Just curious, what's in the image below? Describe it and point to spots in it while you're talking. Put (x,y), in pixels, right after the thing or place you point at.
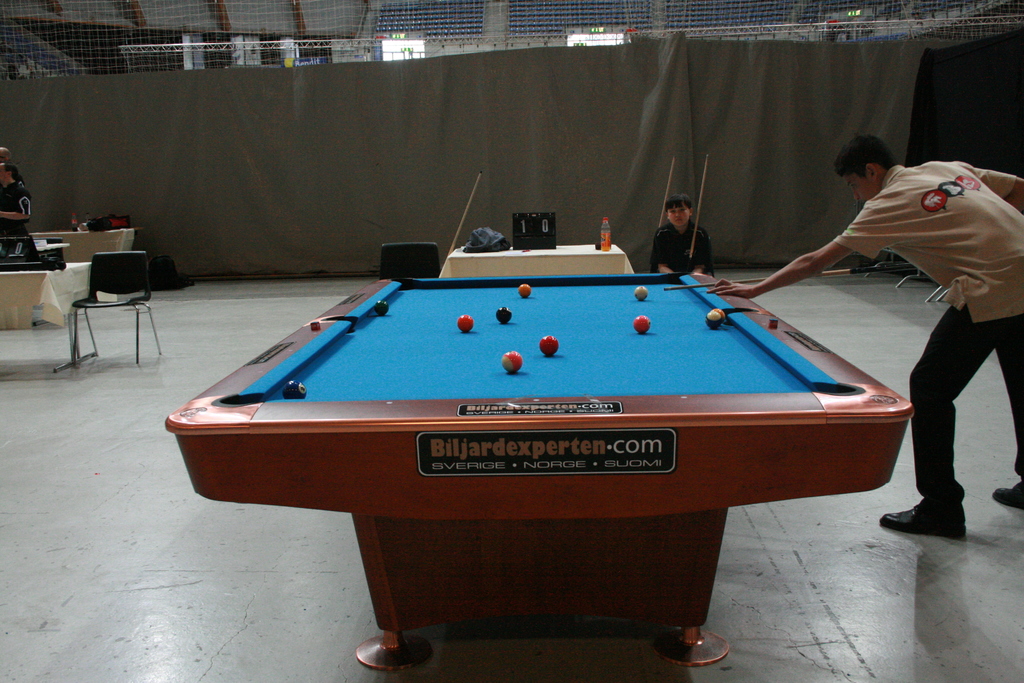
In this picture I can see there is a snooker table (553,447) and there is a man (1006,283) playing the snooker here and he is holding a stick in his hand (717,294) and in the backdrop (691,236) I can see there is another person (678,233) sitting and holding the snooker stick (659,222). There are some other people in the backdrop (44,127) and there is a grey curtain (564,60).
